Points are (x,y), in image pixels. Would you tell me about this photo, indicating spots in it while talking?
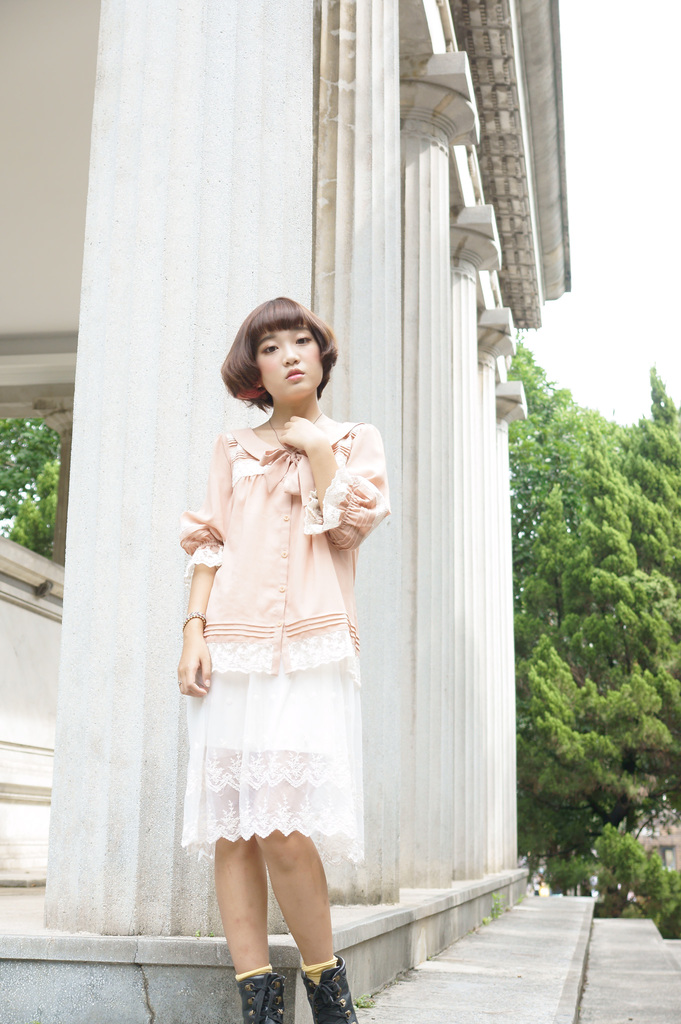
This is the woman (311,509) standing. She wore a top (287,642), skirt (312,791) and shoes (333,990). These are the pillars (461,501). This looks like a building (104,142). I can see the trees (578,638) with branches (639,726) and leaves (601,489).
